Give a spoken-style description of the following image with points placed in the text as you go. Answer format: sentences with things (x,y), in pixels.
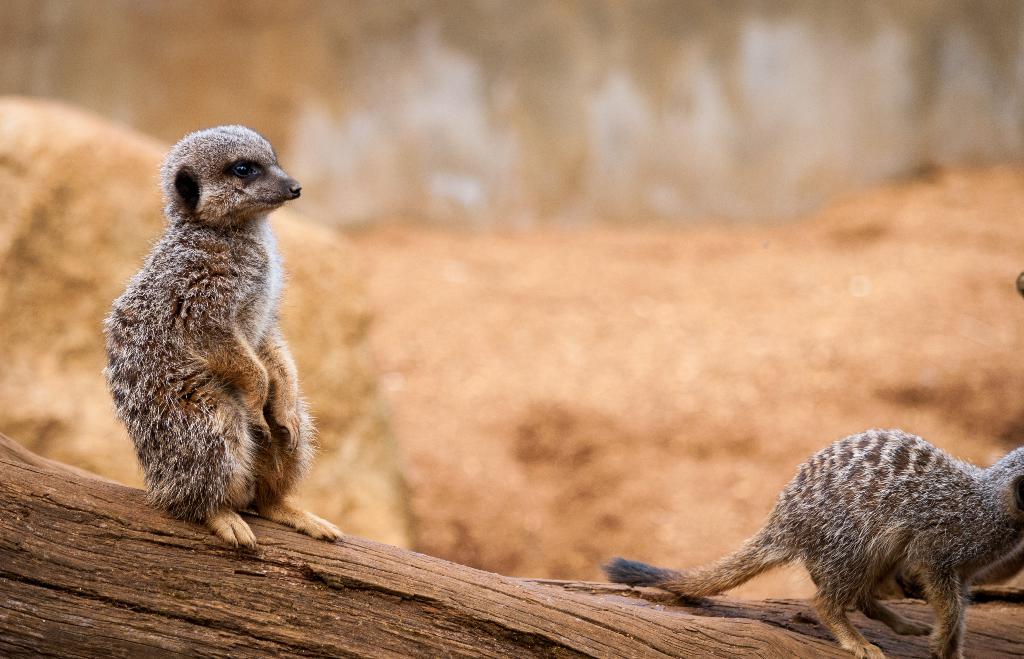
To the bottom of the image (157,529) there is a tree trunk (117,613). On the trunk (194,549) there are two meerkat (222,238). And there is a blur brown background (505,68).
